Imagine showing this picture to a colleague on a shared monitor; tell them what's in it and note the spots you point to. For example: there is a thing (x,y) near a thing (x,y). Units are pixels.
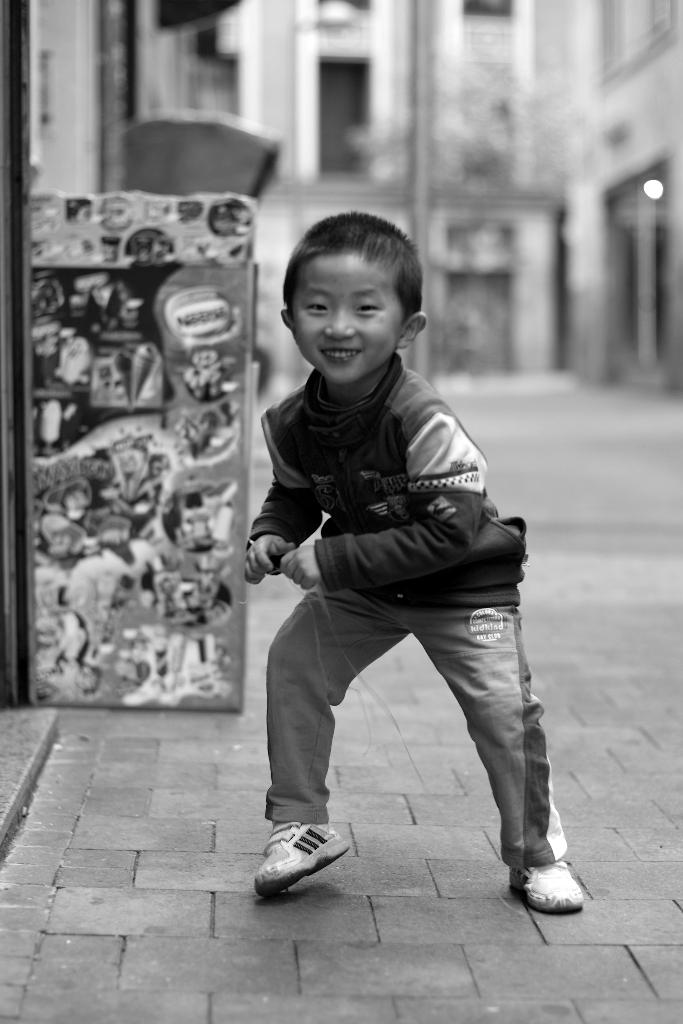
This is a black and white image, We can see there is one kid (377,559) standing on the ground (437,770) in the middle of this image (391,556) and there is a building (386,212) in the background (306,177).
